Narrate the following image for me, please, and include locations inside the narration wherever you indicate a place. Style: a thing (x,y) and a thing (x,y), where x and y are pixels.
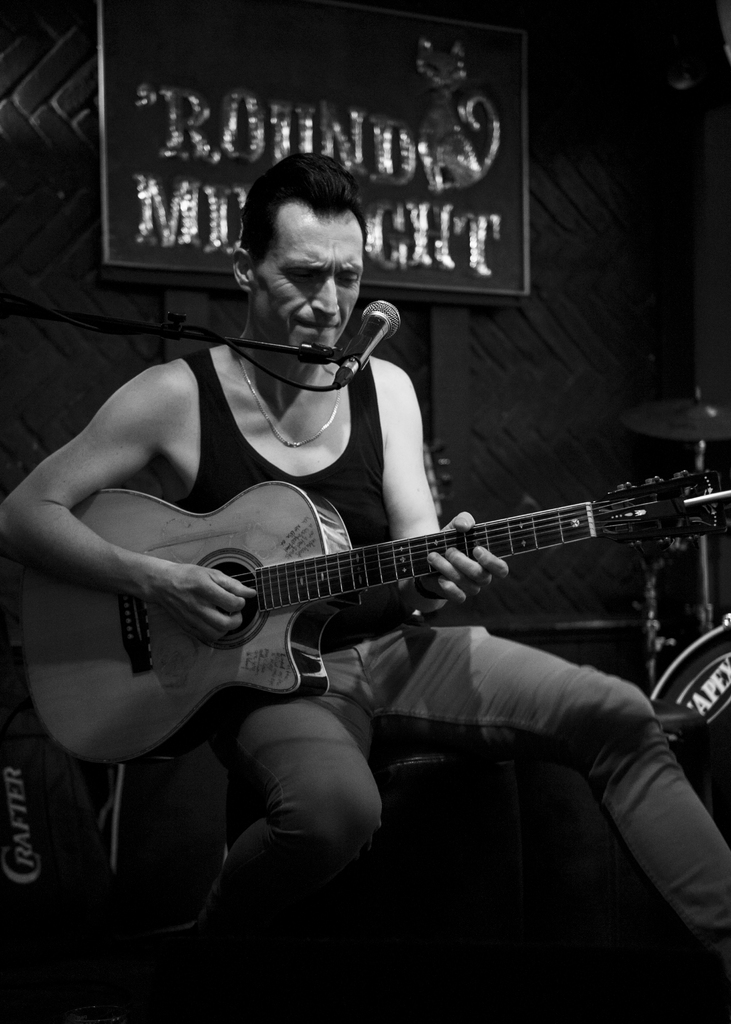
This person (127,560) sitting and holding guitar (294,531). There is a microphone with stand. On the background (444,215) we can see board (503,154), wall (591,421).
